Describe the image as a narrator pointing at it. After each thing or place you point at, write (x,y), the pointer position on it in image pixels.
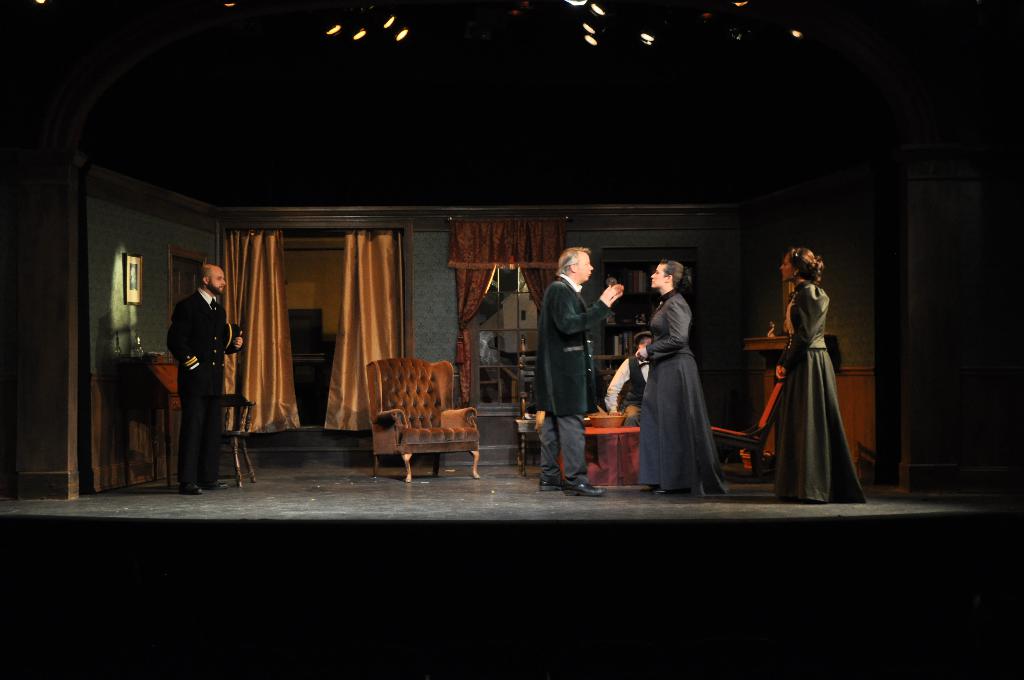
In this image I can see people (667,363) where one is sitting and rest all are standing. I can see most of them are wearing dark color dress (194,433) and in the background (473,465) I can see few chairs (385,375), few curtains (386,343) and a frame (140,295) on this wall (126,222). I can also see number of lights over here and I can see this image is little bit in dark.
